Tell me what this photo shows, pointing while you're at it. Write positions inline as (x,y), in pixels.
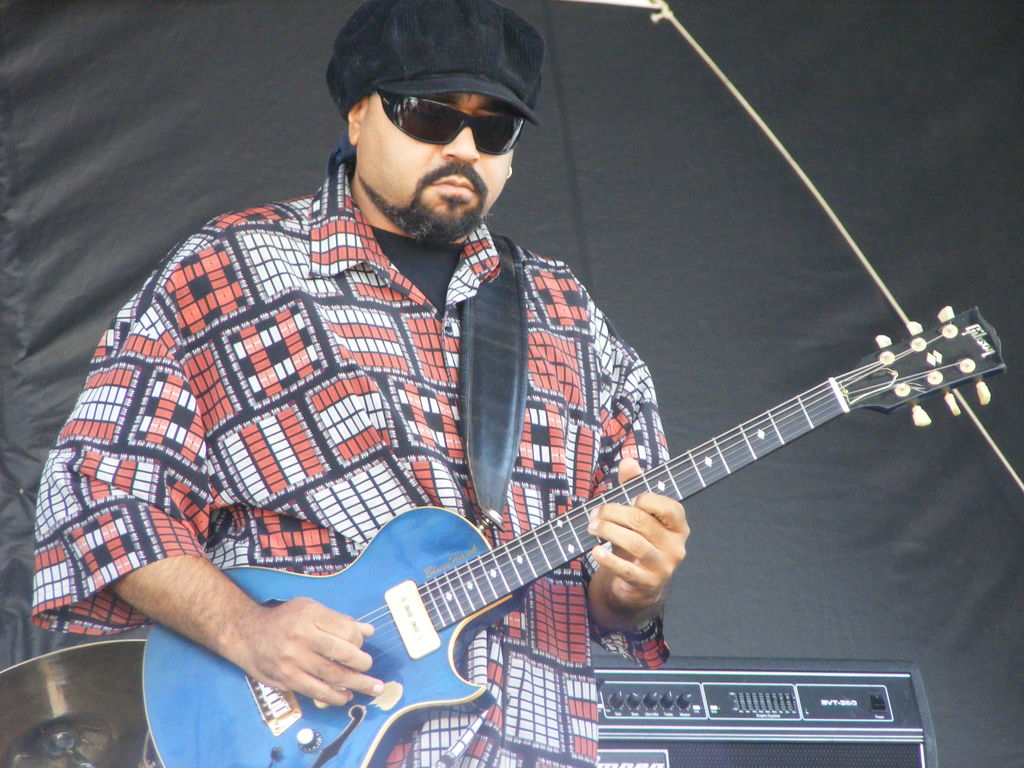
In this image I see a man (119,505) who is wearing a cap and holding a guitar (367,558) in his hands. In the background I see an equipment (621,760).
